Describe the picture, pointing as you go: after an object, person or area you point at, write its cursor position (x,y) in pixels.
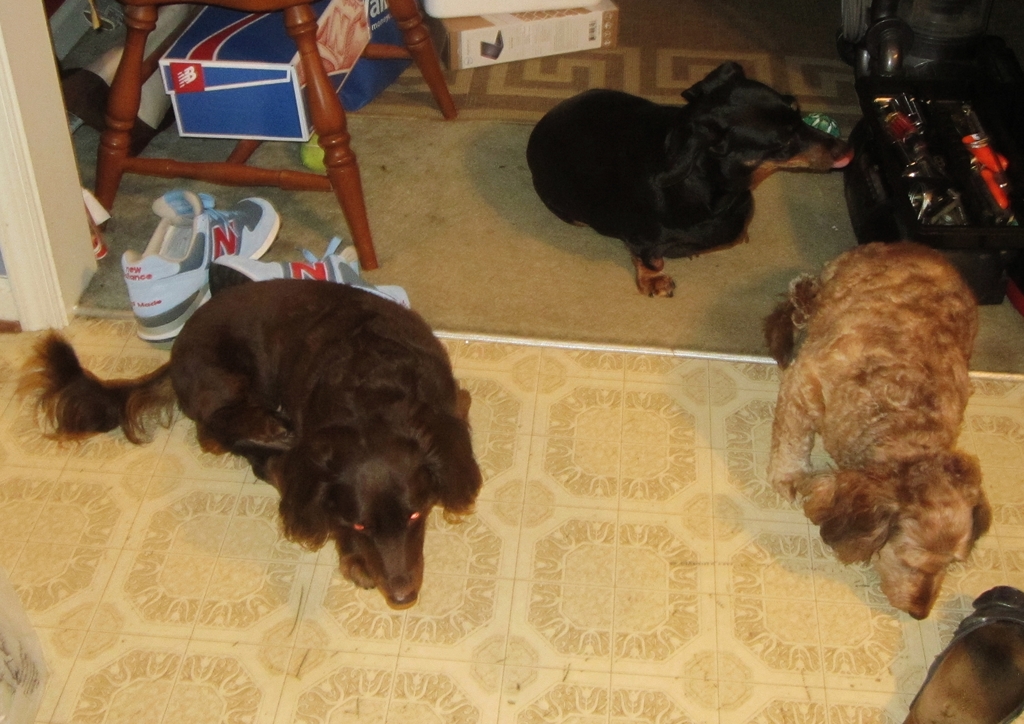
In this image we can see some dogs (368,358) on the floor (439,568). On the left side of the image (178,276) we can see a box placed in a wooden frame (267,2), a ball (307,150) and shoes (185,256) placed on the floor (555,585). At the right side of the image (933,190) we can see some objects (985,172) in a container (973,184). At the top of the image (508,28) we can see some boxes (509,19) placed on the ground (549,83).
